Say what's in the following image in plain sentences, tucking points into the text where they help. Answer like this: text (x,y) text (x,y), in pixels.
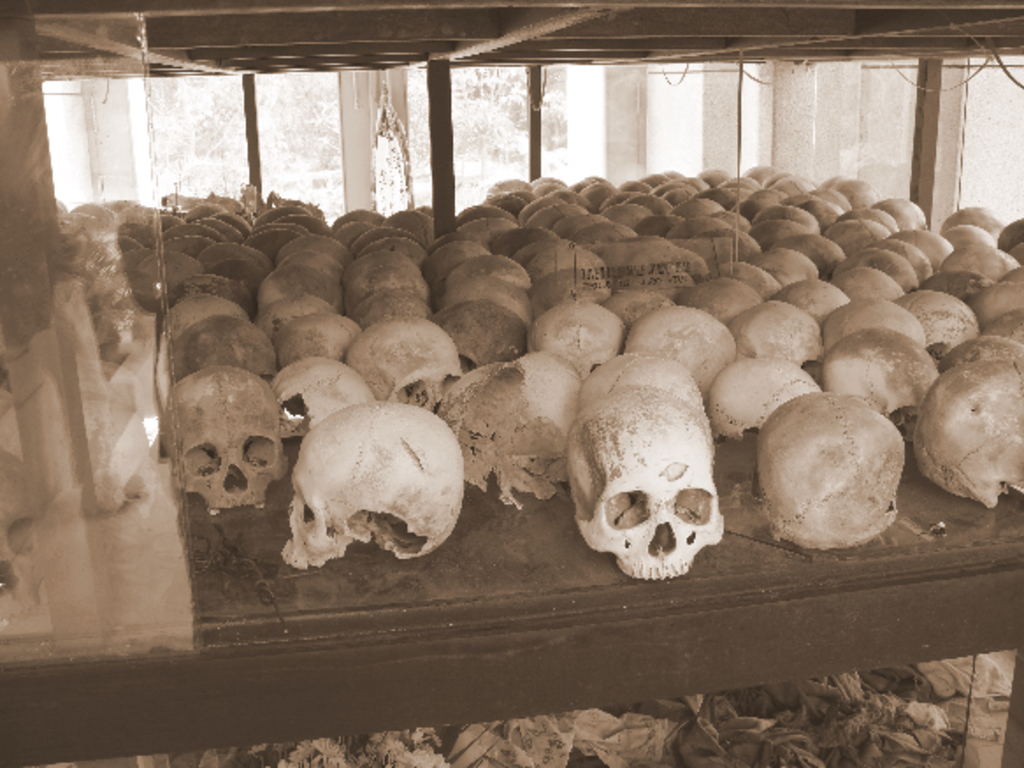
In this picture, we see many skulls (561,414) are placed on the table (358,582). Behind that, we see a glass window (461,131) from which we can see trees (514,125). This picture might be clicked in the museum.
